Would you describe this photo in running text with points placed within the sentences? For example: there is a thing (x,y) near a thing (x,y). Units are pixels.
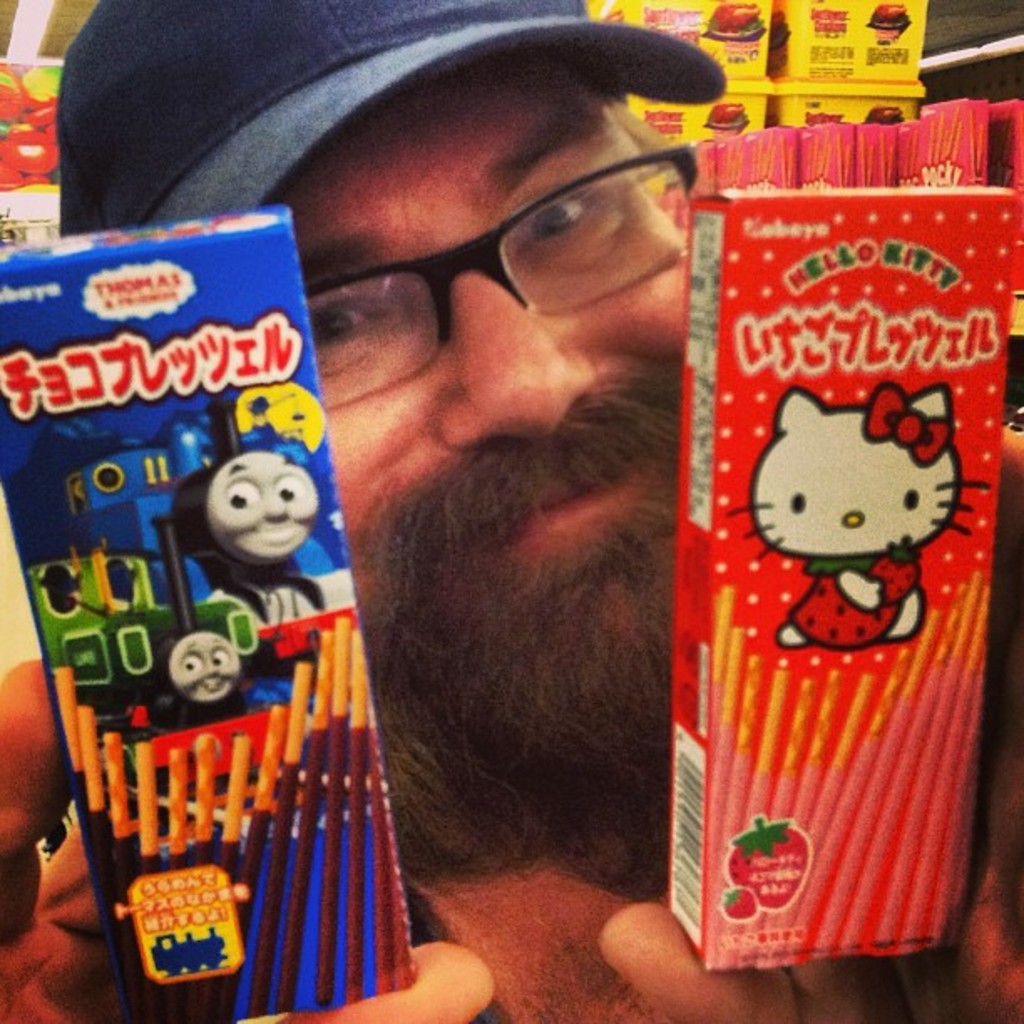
In this image in the foreground (364,386) there is one person (484,385) who is holding some packets (688,529), and in the background (885,74) there are some boxes (840,38) and objects (44,77).
